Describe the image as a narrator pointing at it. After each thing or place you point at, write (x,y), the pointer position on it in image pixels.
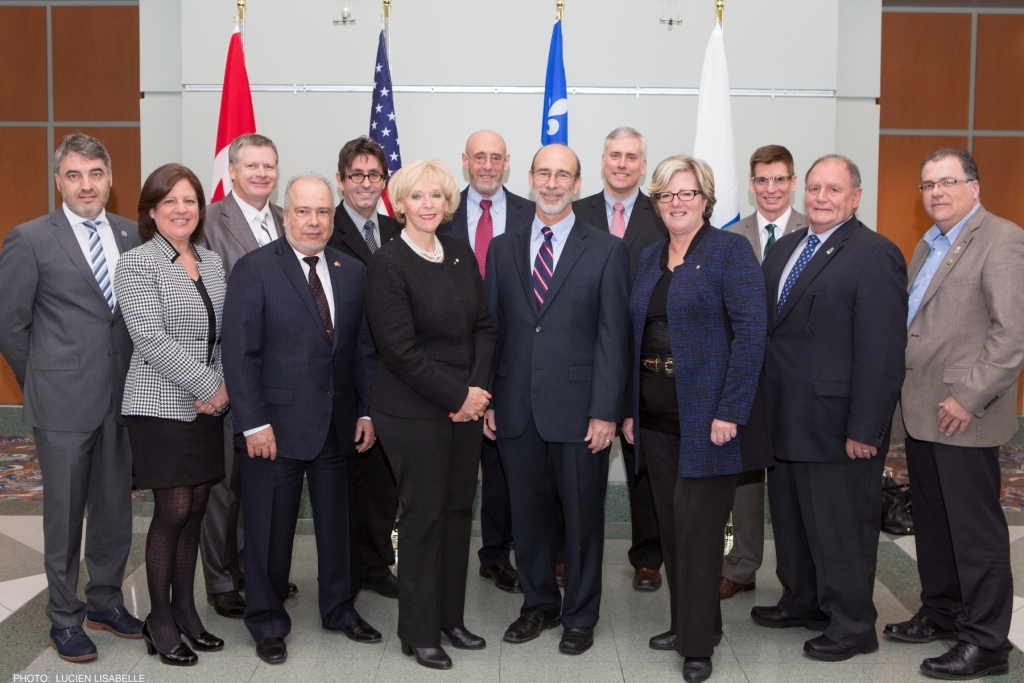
In this image we can see a group of people (994,318) standing on the floor (538,669). In the background (232,97), we can see some flags (232,97) and the wall (595,122). In the bottom left corner of the image (121,682) we can see some text (102,681).
